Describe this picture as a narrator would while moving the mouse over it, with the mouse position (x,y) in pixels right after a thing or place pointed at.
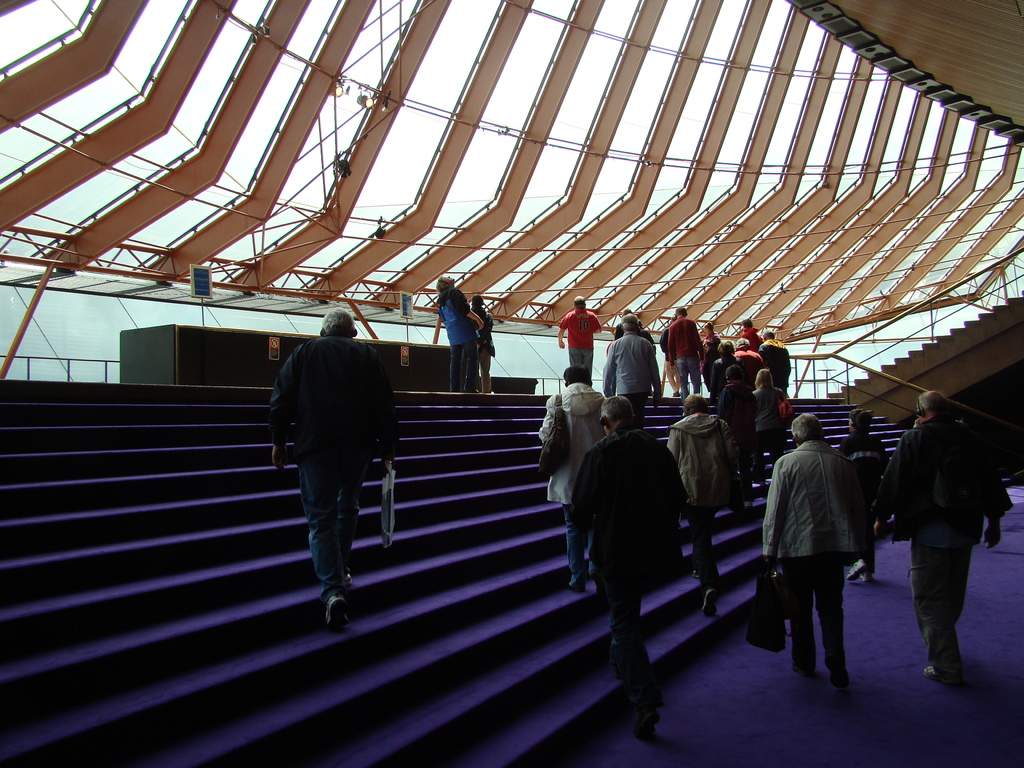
There are groups of people (550,415) climbing the stairs (658,679). This looks like a staircase holder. I think this is a bench (201,354), which is black in color. These are the boards (202,288). There are two people (475,337) standing. I think these are the show lights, which are attached to the roof (355,94).
